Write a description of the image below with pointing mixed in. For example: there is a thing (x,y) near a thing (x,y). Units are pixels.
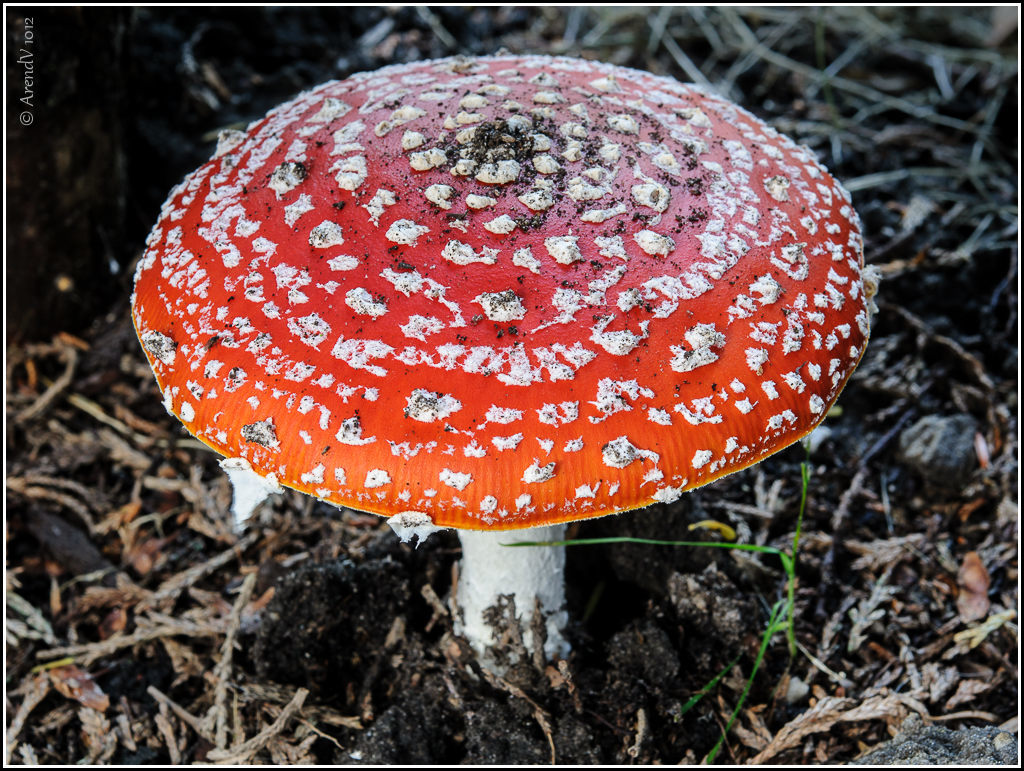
In this image there is a mushroom (248,473) in the bottom (297,651) there is soil (272,67), in the top left (27,97) there is text (20,70).
